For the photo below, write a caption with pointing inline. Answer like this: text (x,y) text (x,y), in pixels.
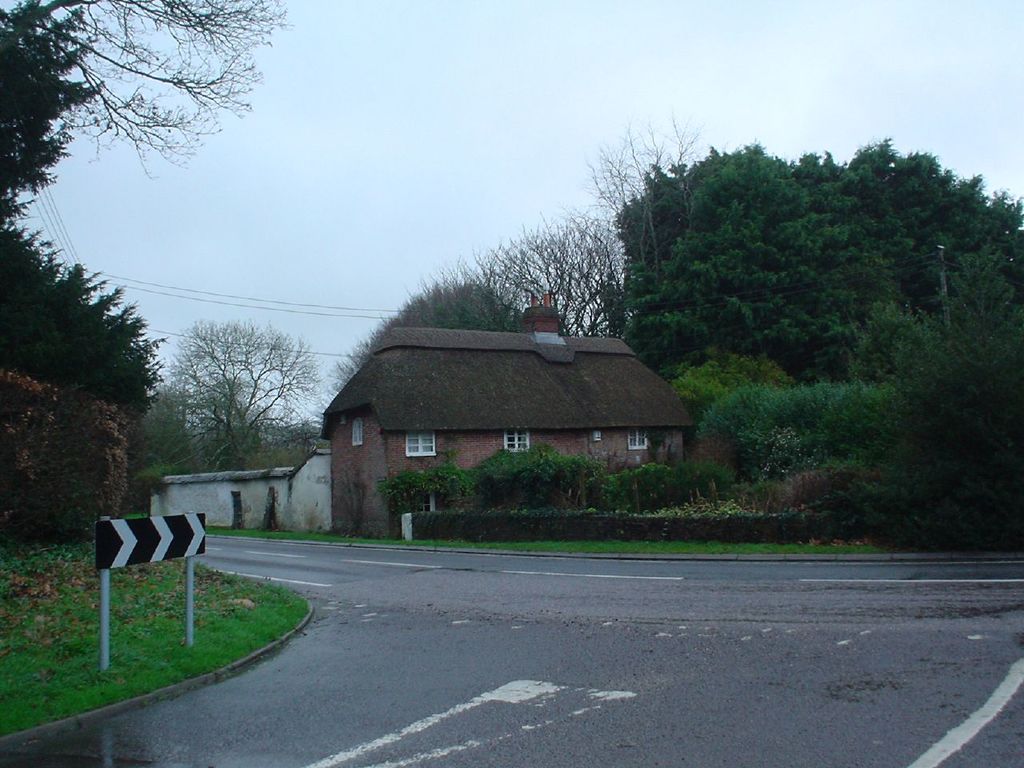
In this picture there is a building (504,413). On the right (713,319) we can see trees (776,262), plants (755,429) and grass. On the left (115,547) there is a board (147,517). On the top (523,84) we can see sky (494,17) and clouds (538,65). Here we can see electric wires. On the bottom (624,646) there is a road (559,654).
